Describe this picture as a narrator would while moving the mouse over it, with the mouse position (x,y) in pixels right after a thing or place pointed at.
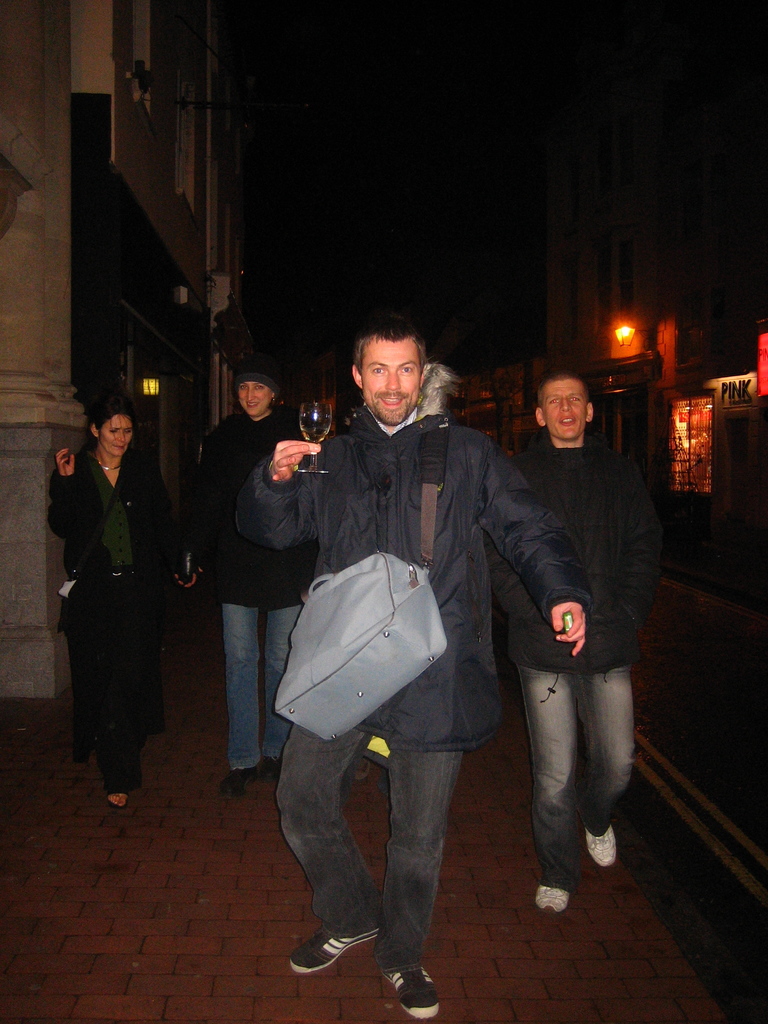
People (509,538) are standing. The person (314,669) at the front (338,612) is wearing a jacket (338,438), bag (364,683) and holding a glass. There are buildings (728,236) at the back (547,236).
